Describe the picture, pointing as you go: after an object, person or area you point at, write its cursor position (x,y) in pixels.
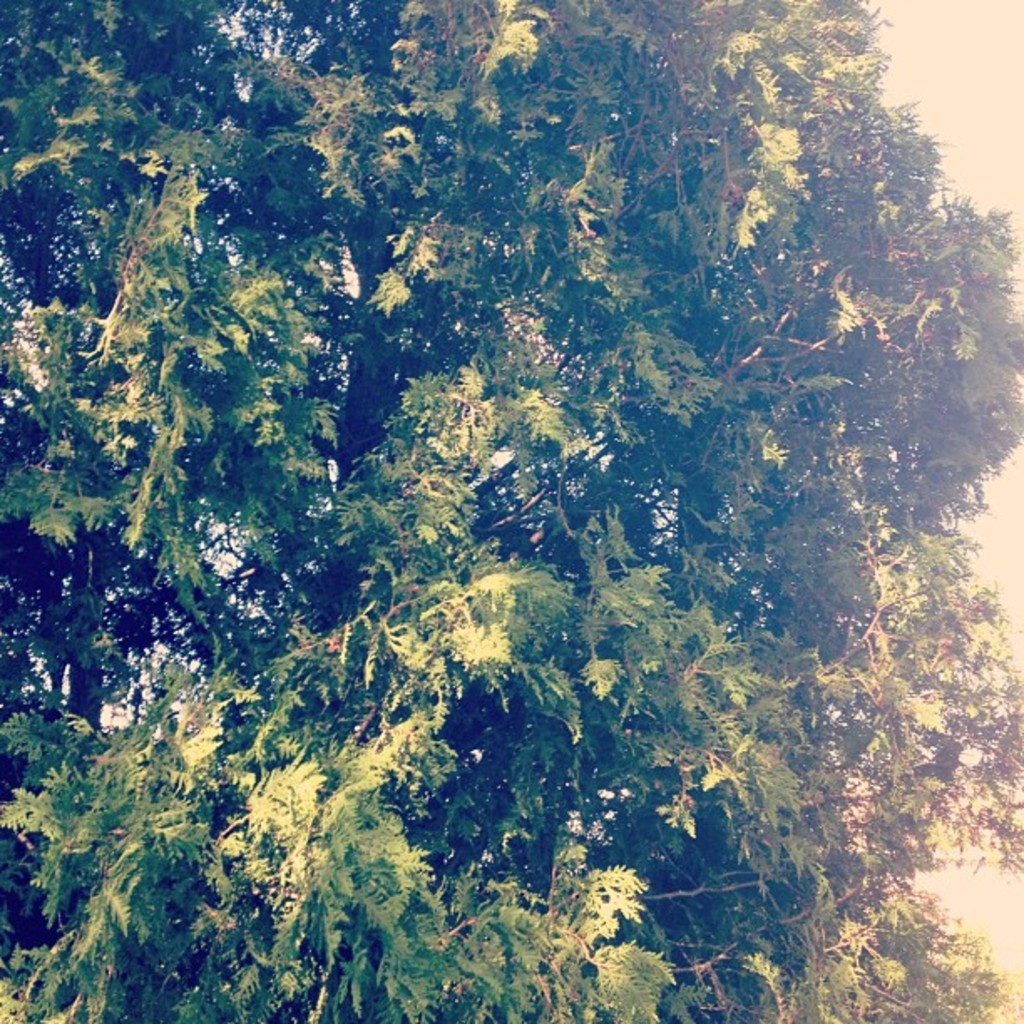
In the image there is a huge tree (332,511), it has a lot of branches (557,386).
